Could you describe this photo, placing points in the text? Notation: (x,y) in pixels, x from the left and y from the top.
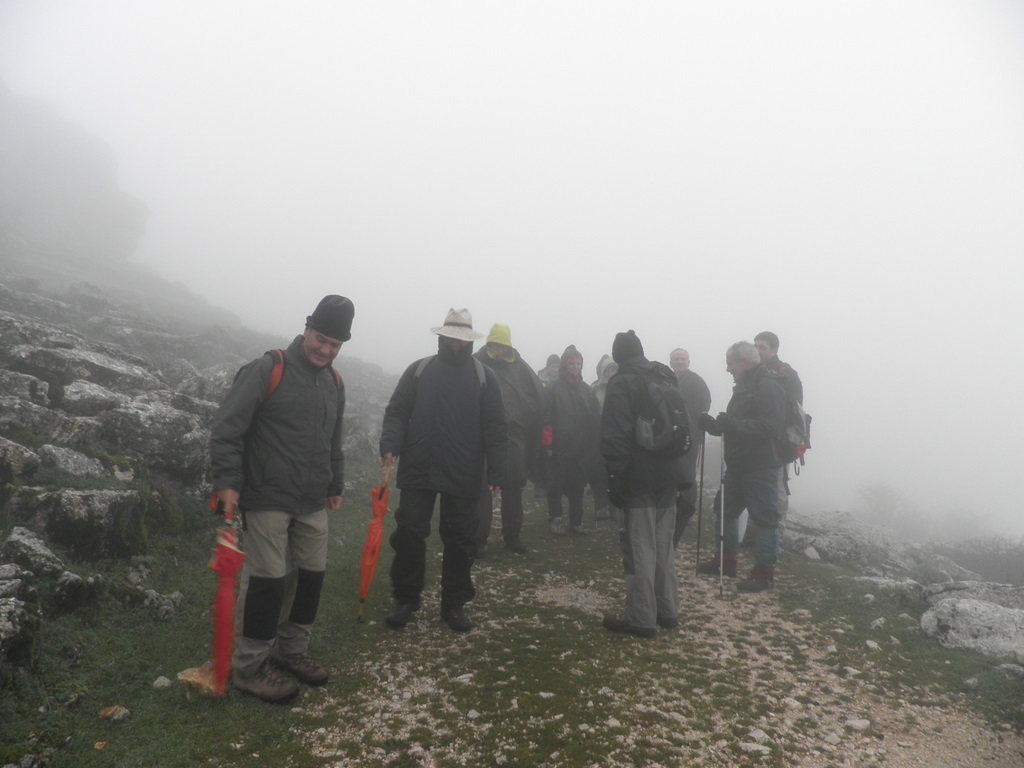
In the center of the image (444,350) there are people (266,681) standing. In the bottom of the image (442,687) there is grass (130,725).
